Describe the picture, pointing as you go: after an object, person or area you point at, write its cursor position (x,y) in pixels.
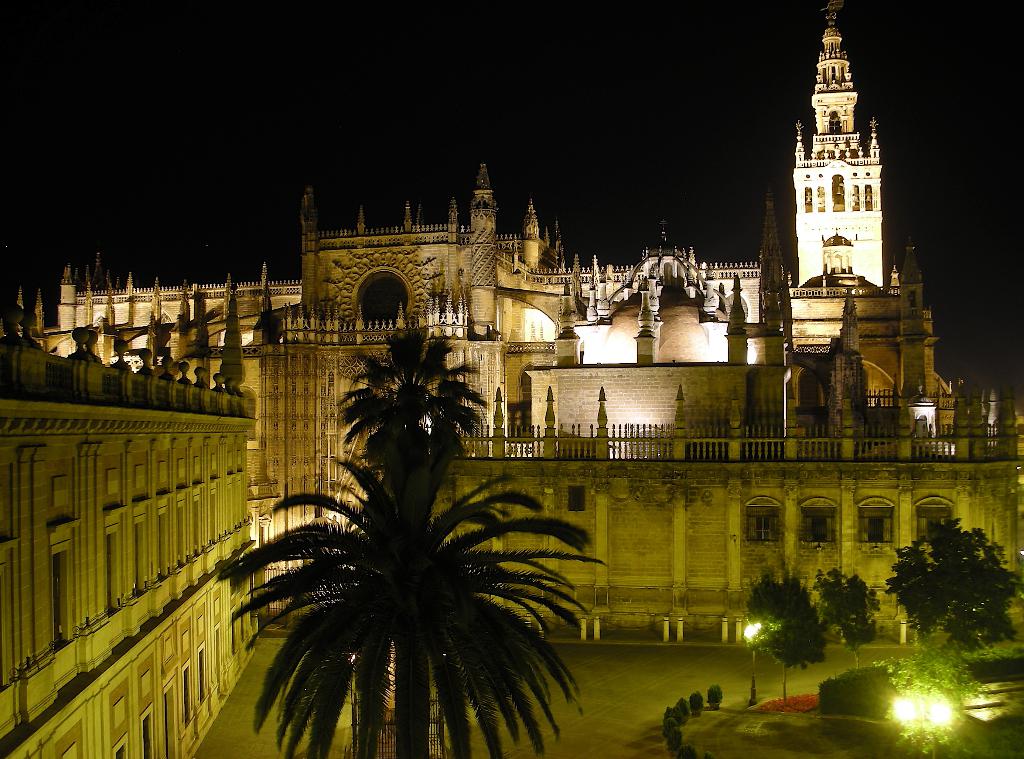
In this image I can see many trees (385,413) and the lights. In the background (512,425) I can see the building (293,513) with railing (499,419) and the windows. I can see the black background (204,204).
